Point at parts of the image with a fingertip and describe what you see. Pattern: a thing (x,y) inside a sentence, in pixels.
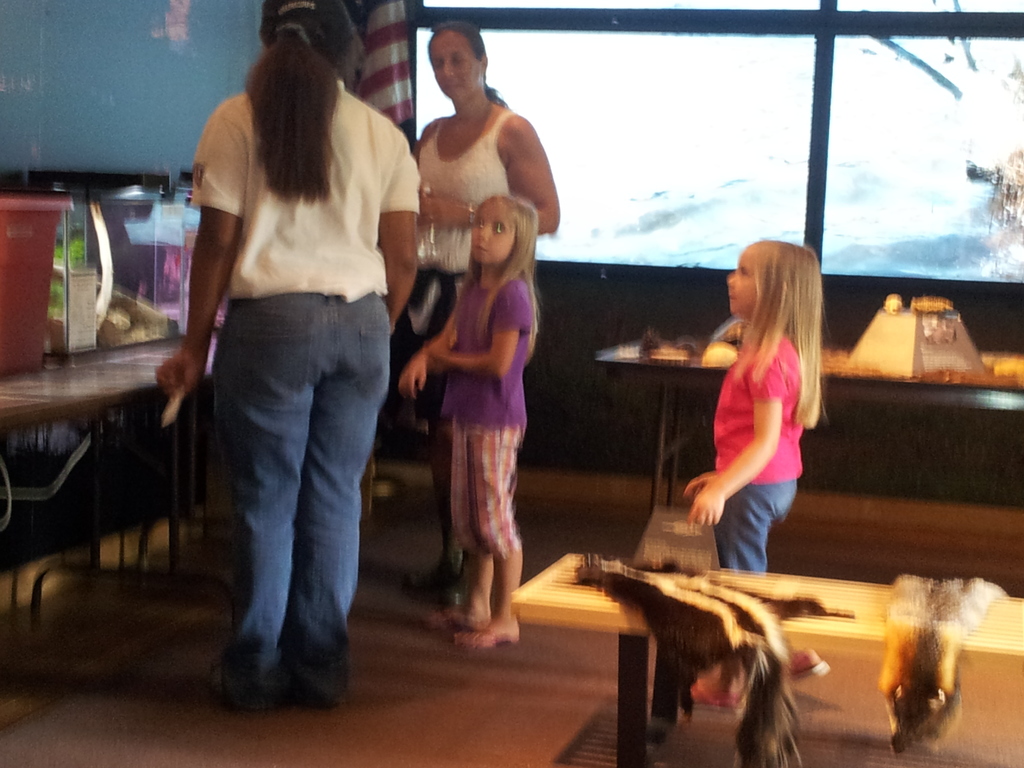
This image is taken inside a room (143,460). There are two kids (725,406) and two women (369,206) in this room (341,231). In the left side of the image (120,397) there is a table (108,363) on top that there is a bucket (15,227). In the right side of the image (921,612) there is a bench (1020,633) and a animal skin (909,638) on it, there is a glass window (742,58). At the bottom of the image (104,733) there is a floor (373,695). At the background (216,73) there is a wall (195,50) and a flag (373,54). In the middle of the image (373,316) a woman (301,70) is standing.
